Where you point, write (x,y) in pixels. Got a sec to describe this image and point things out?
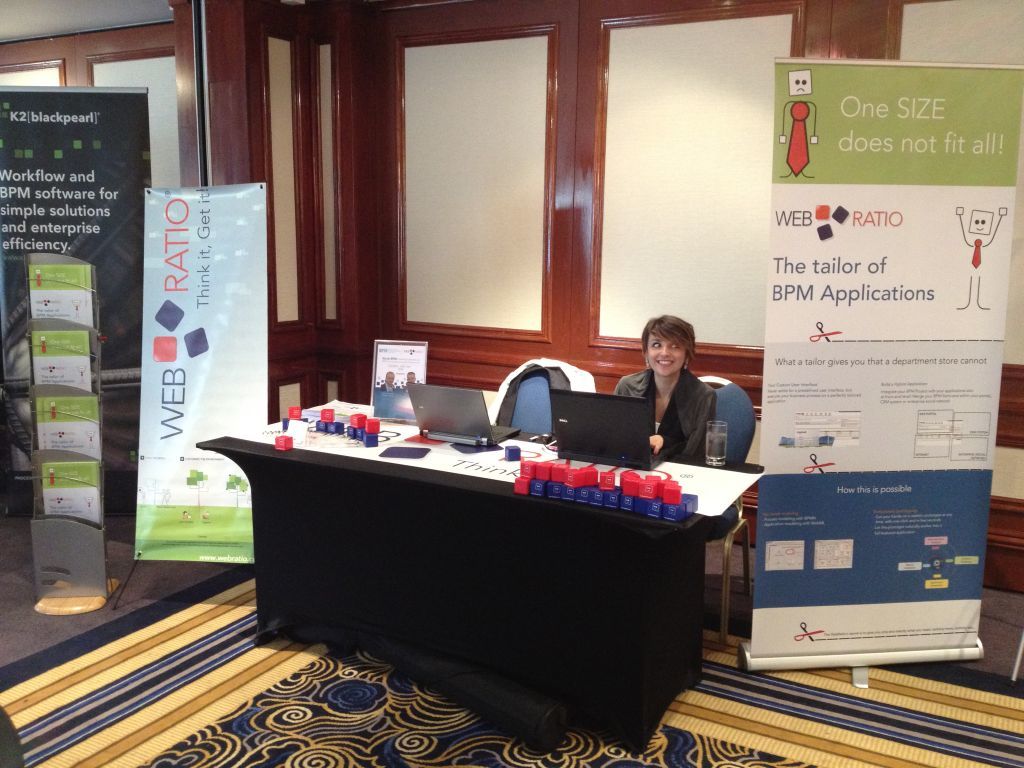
In this picture we can see woman (644,385) sitting on chair (726,381) and smiling and in front of her there is table (544,523) and on table (444,497) we have two laptops (472,427), photo frame (403,405) and in background (307,242) we can see wall (371,249), banners (220,315).
